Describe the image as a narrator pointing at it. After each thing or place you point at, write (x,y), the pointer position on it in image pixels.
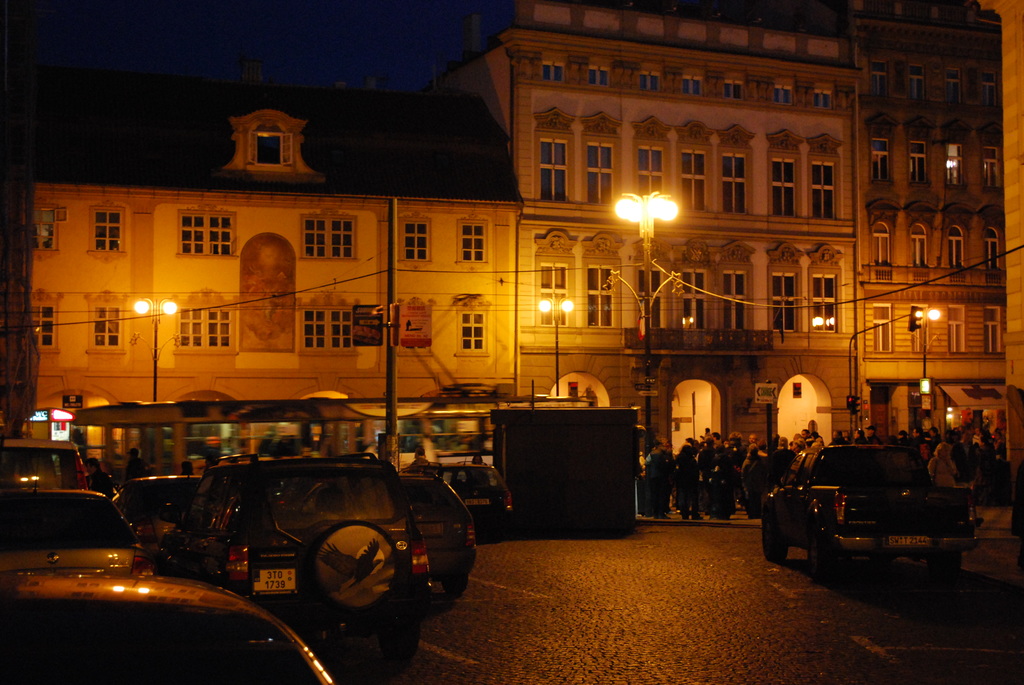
In this image there is a road (686,643) at the bottom (686,643). There are vehicles (187,591), people (102,489) on the left (67,586) and right corner (920,533). There are buildings (757,347), there are poles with lights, there are people (787,456), vehicles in the background (761,484). And the sky (166,21) is dark at the top (378,85).
